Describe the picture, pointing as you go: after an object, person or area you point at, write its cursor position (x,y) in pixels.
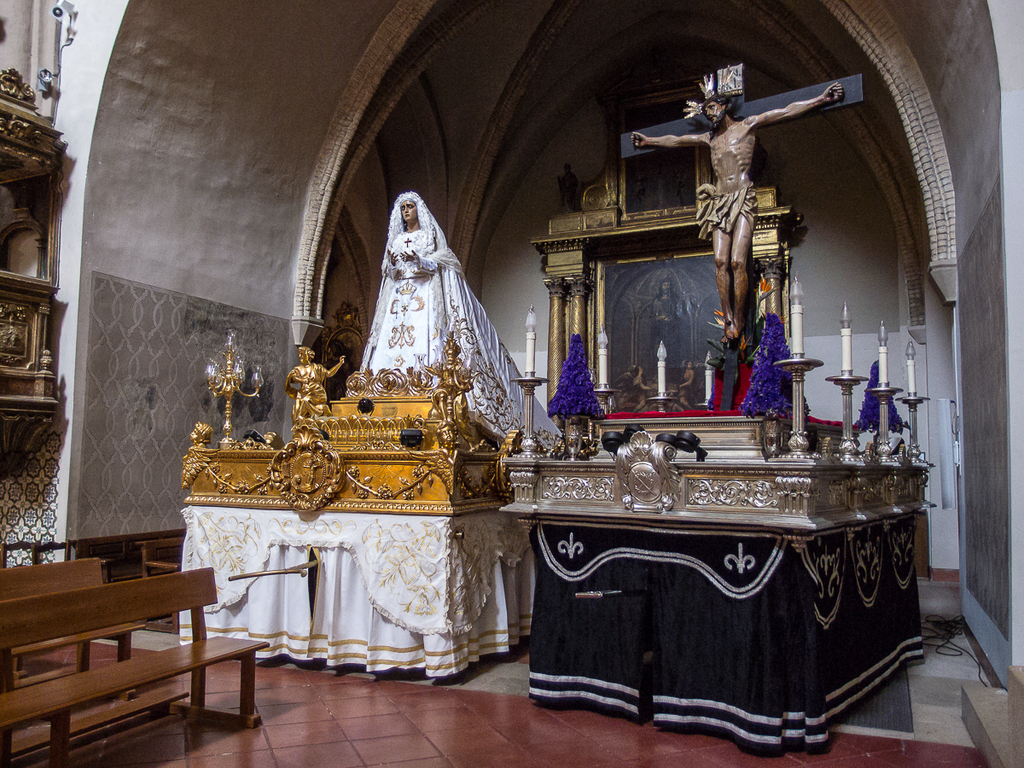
In this picture I can see benches (166,556), there are sculptures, clothes (384,588), those are looking like flower vases (761,378), those are looking like candles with the candles stands (530,420), and there are some other objects (619,399).
